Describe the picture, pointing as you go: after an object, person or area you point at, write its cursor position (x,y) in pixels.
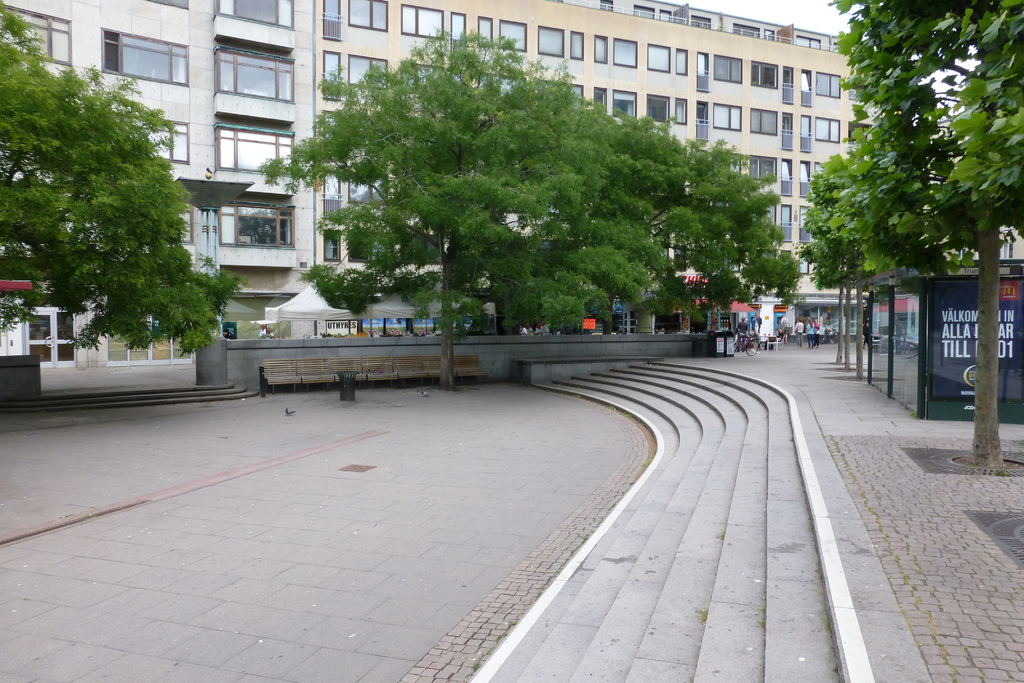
In this image I can see the ground (327,541), few stairs (634,509), few trees (127,225) which are green in color, few persons (739,336) standing, a bicycle (748,349) and buildings (777,103). I can see few windows (333,56) of the buildings (664,115) and in the background (773,19) I can see the sky (810,10).
